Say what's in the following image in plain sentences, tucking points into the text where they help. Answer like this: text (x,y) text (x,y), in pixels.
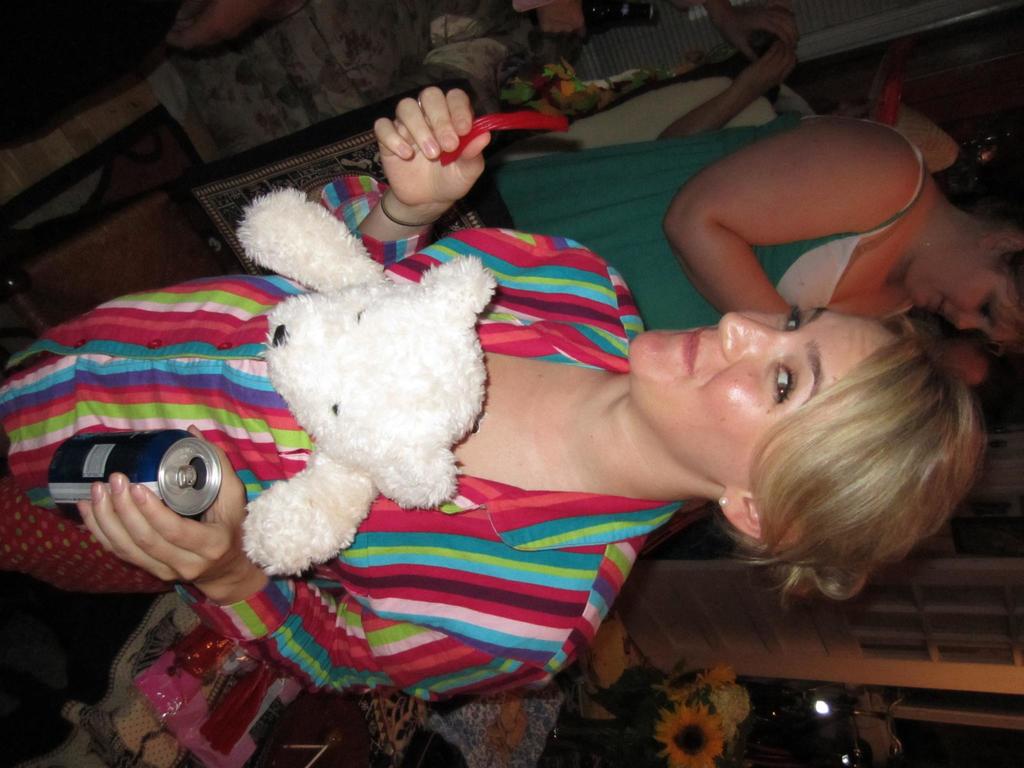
In this image we can see a few people (390,226), among them, one person (366,202) is holding the objects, also we can see a teddy bear (449,352), flower vase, and some other objects (399,8).
